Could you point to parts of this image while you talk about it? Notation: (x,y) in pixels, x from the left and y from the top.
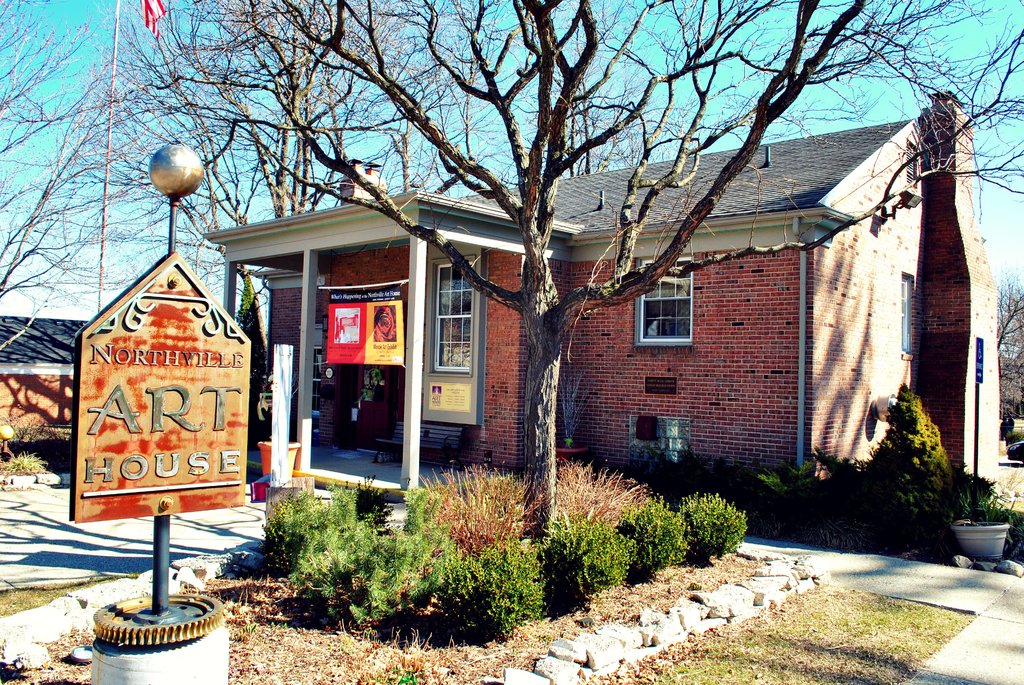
In this image there is a board (170,382) on that board (165,402) there is some text (165,417), in the background (531,294) there are plants (452,533), trees (503,205) and a house (787,336).
